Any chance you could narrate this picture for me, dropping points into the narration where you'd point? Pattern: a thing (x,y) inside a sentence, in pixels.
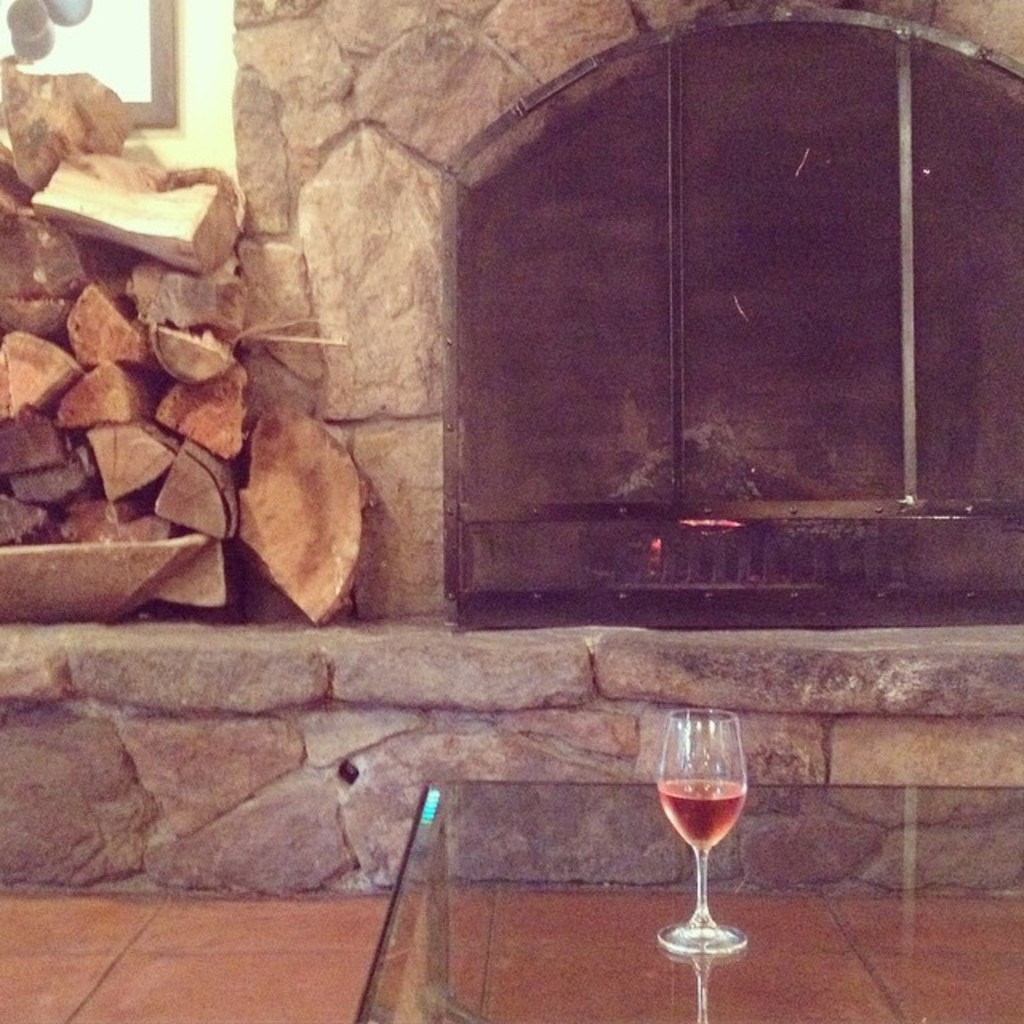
This image consists of a fireplace (615,527) in the front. To the left (76,388), there are wooden sticks (164,524). At the bottom (206,966) there is a floor (303,962). To the right bottom (800,973), there is a table (468,945) made up of glass sheet (502,928) on which there is a wine glass (669,795) kept.
